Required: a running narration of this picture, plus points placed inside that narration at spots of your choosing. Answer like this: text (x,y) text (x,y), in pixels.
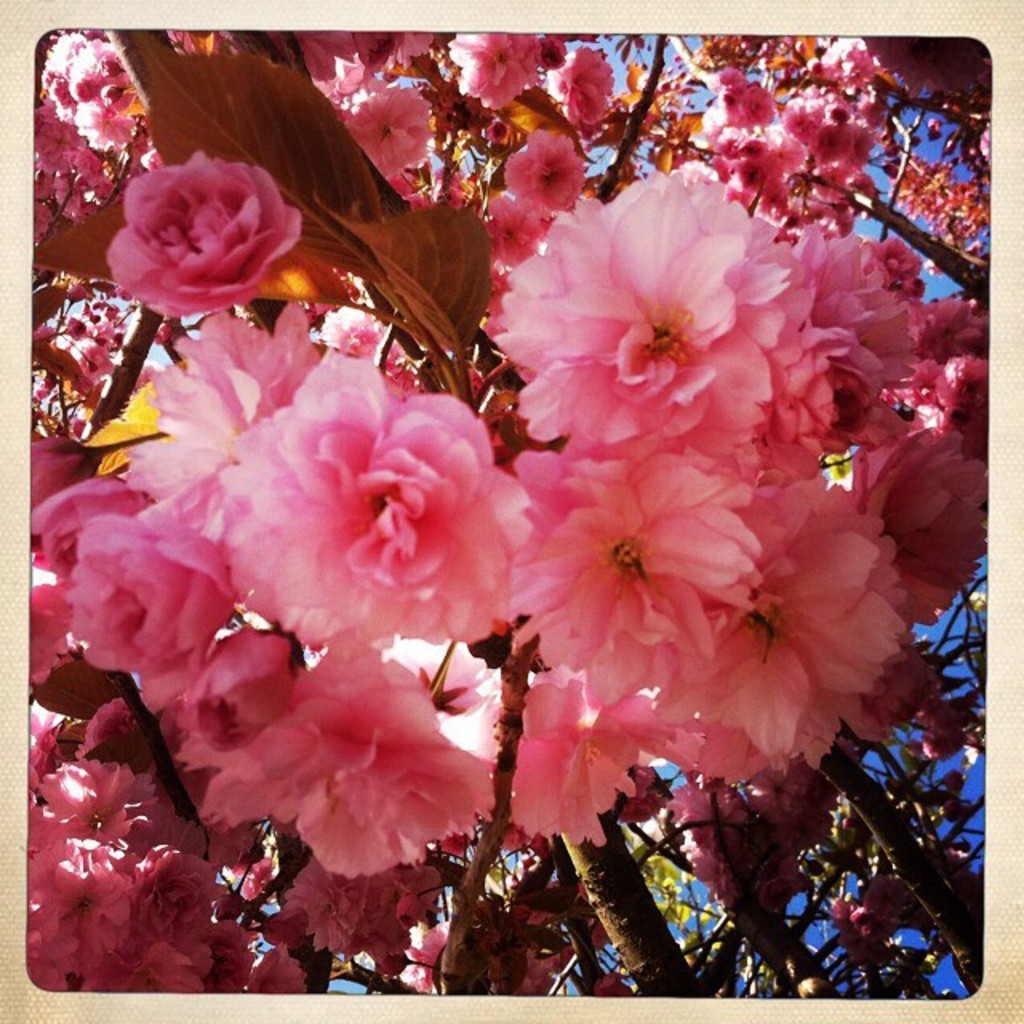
In this image there are branches (610,906) having flowers (265,454) and leaves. Background there is sky (53,579). Flowers (450,666) are pink in color.
